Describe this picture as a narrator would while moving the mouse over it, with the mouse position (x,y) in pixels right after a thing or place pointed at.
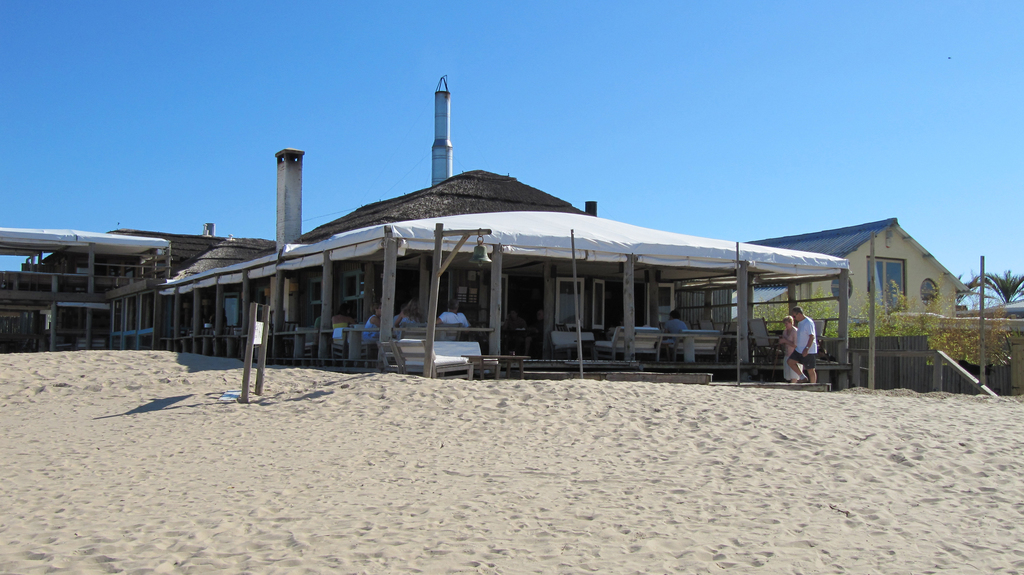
In the foreground of the picture (448,444) there is sand (568,382). In the center of the picture (539,245) there are houses (630,245), trees (997,338), poles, people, benches (639,344), railing (933,349) and towers (440,147). Sky (393,107) is sunny.
